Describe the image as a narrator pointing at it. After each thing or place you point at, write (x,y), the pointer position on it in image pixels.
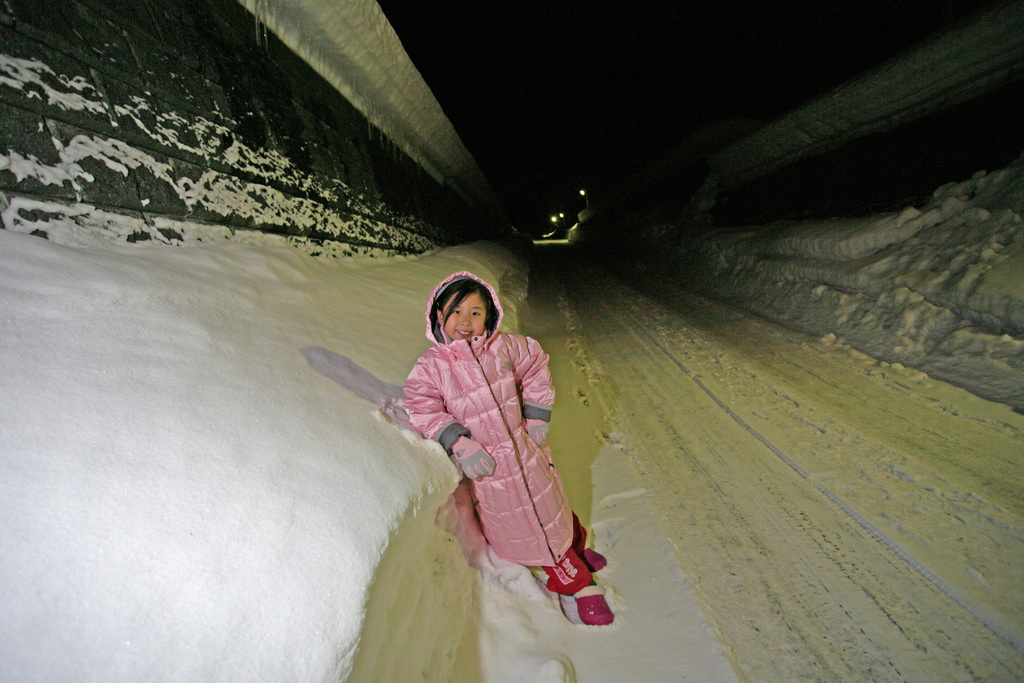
In this image we can see a child (580,602) standing on the ground (475,608) which is covered with snow (556,636). We can also see a wall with stones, a roof (415,148) and some lights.
